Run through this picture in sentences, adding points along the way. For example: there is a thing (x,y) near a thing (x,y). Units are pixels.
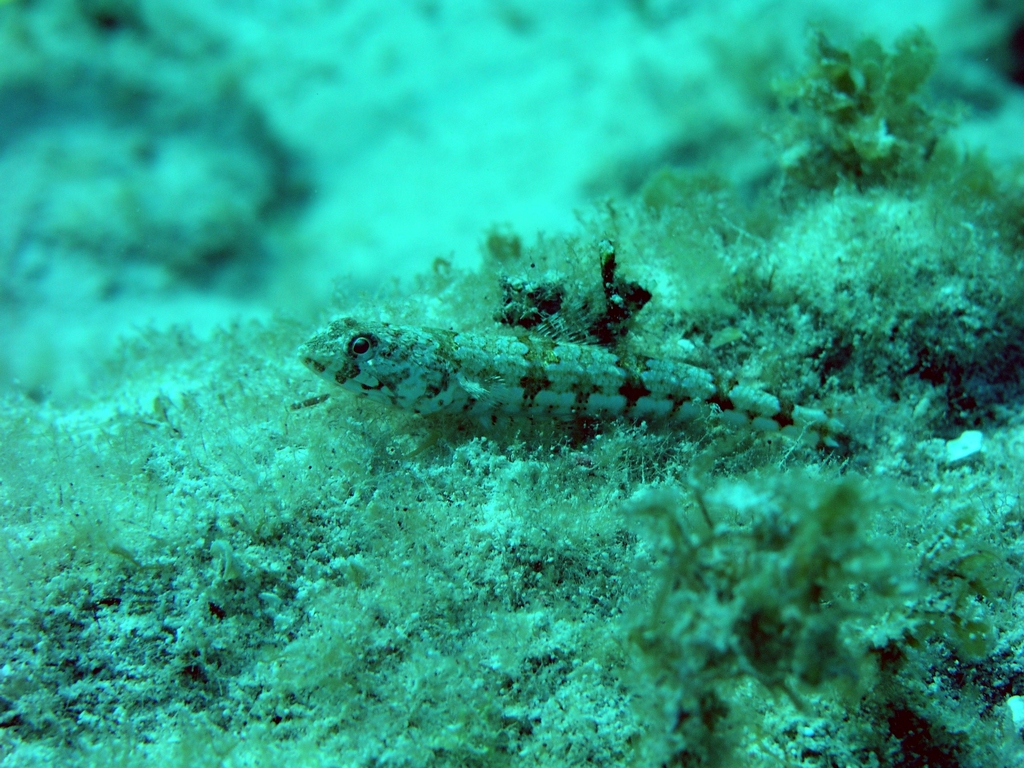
In the picture we can see deep inside the water surface (352,269) with a fish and some water plants (568,467).
